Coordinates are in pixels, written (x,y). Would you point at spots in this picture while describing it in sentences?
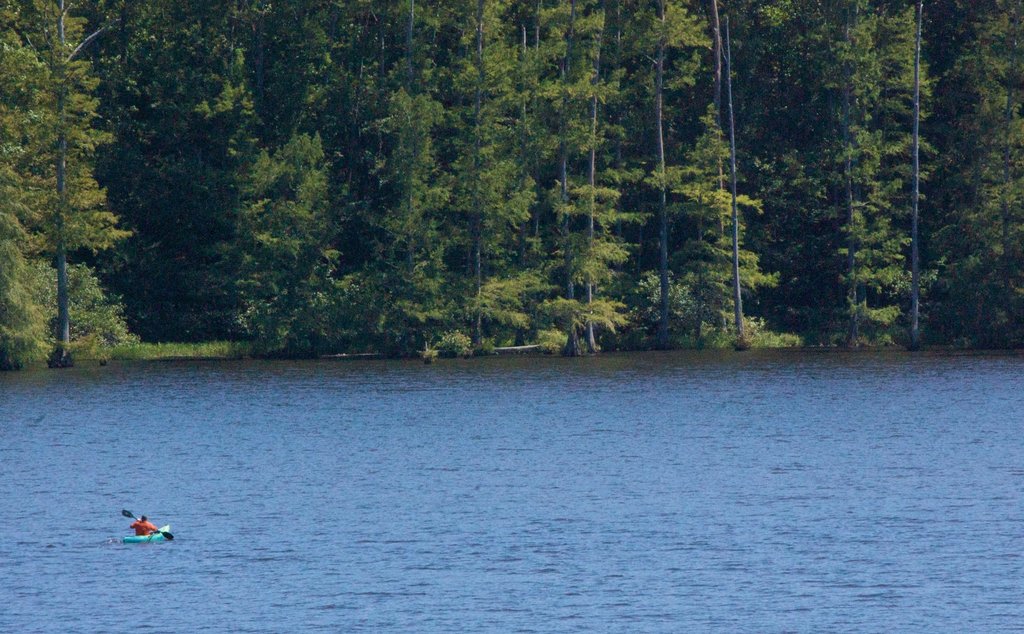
In this image I can see the person (151,527) sitting on the boat (148,540) and holding the paddle (165,535). The boat (133,542) is on the blue color water (443,529). In the background (514,256) I can see many trees (479,198).
